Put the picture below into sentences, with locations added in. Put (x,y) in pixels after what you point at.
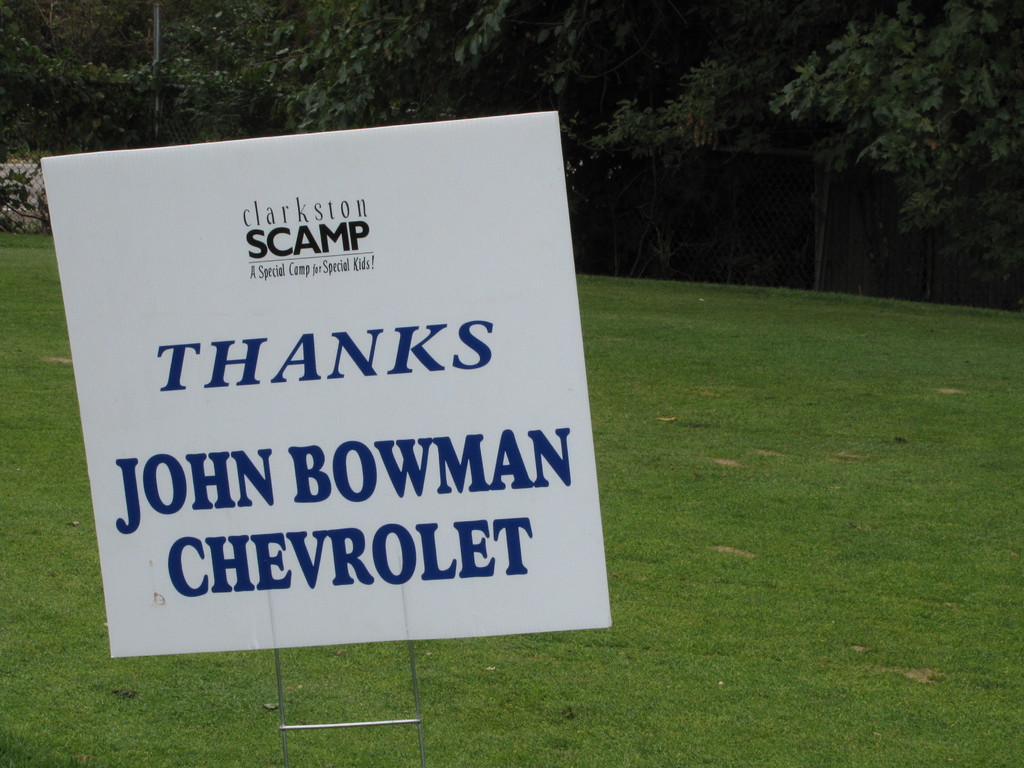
In this Image I can see a white board (296,453) and something is written with blue and black color. Back I can see trees (315,64), fencing (750,257) and pole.
